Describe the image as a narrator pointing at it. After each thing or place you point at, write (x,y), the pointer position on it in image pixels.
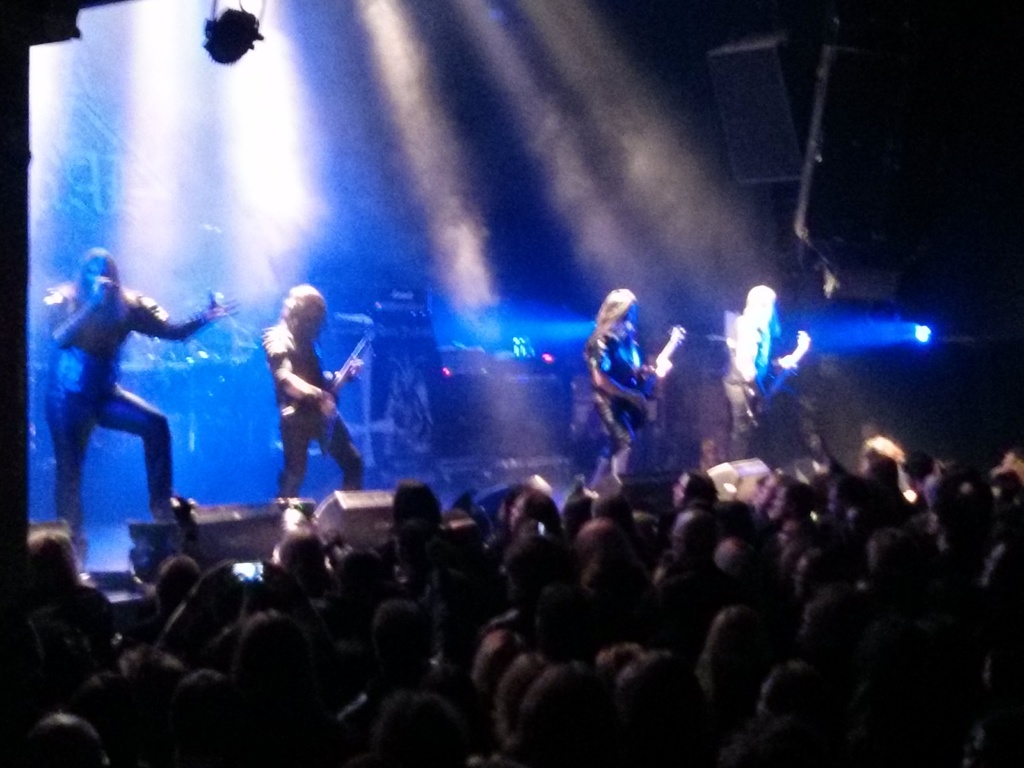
At the top of the image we can see persons (745,343) on the dais (97,555) and holding musical instruments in their hands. At the bottom of the image (405,569) we can see a crowd (311,568) standing.
